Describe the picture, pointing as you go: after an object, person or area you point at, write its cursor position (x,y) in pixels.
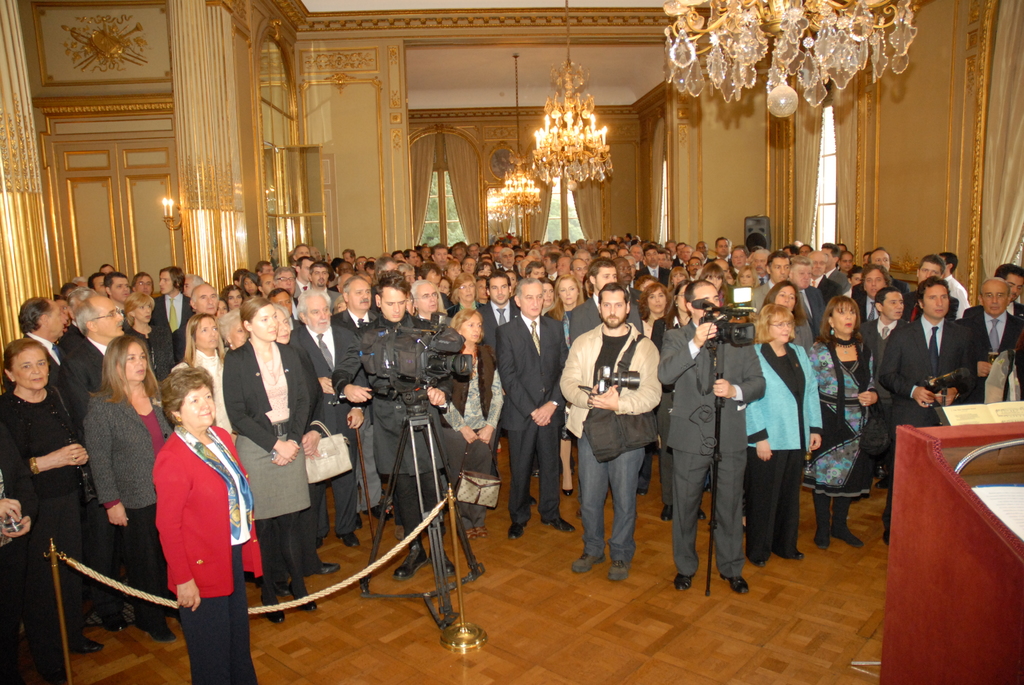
In this image we can see some group of persons (297,377) standing in a room (550,391), we can see some cameramen (408,456), bottom right of the image (971,471) there is podium (901,527) and in the background of the image (147,152) there are some doors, windows (564,185), there is a wall (730,158) and top of the image (417,82) there are some chandeliers (543,180) and roof (412,94).
